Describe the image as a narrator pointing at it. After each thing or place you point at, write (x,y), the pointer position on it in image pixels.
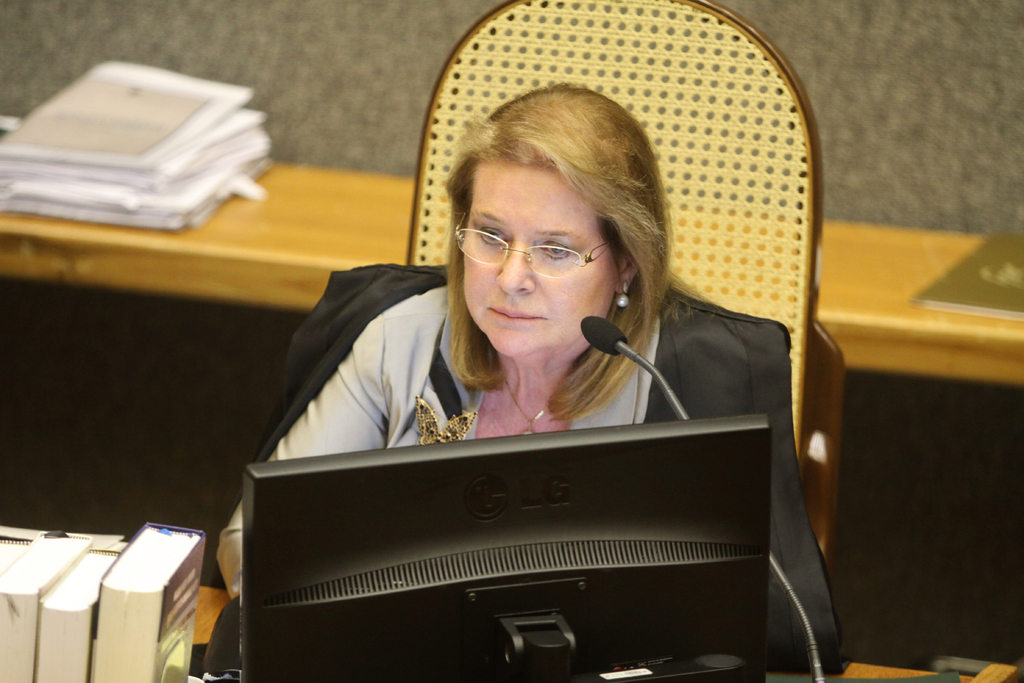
In this image, we can see a lady (623,367) sitting. We can see a microphone (773,564), a device (716,491) and some books (17,632). We can also see a table (970,343) with some papers (222,184). We can also see an object (964,280) on the right (1015,294). In the background (883,204), we can see the wall (863,150).
